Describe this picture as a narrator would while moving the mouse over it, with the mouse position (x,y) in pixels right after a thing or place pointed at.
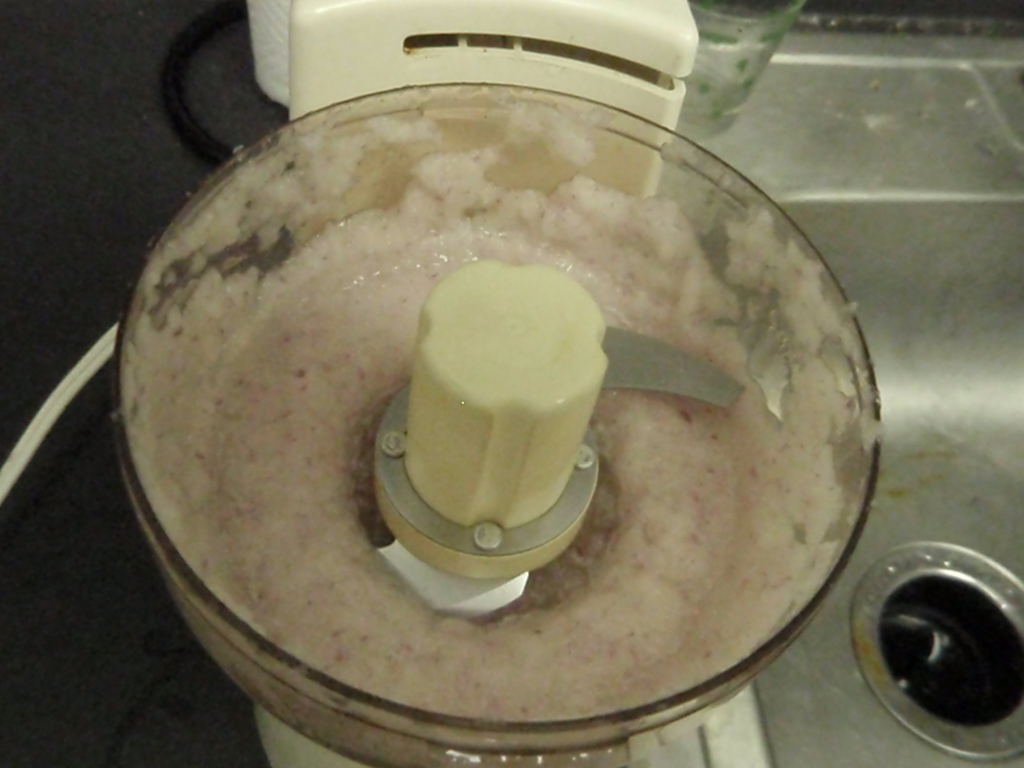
There is a mixer grinder (490,264). Inside that there is some item (372,473). Also there is a hole (923,662) on the right corner (899,629).
